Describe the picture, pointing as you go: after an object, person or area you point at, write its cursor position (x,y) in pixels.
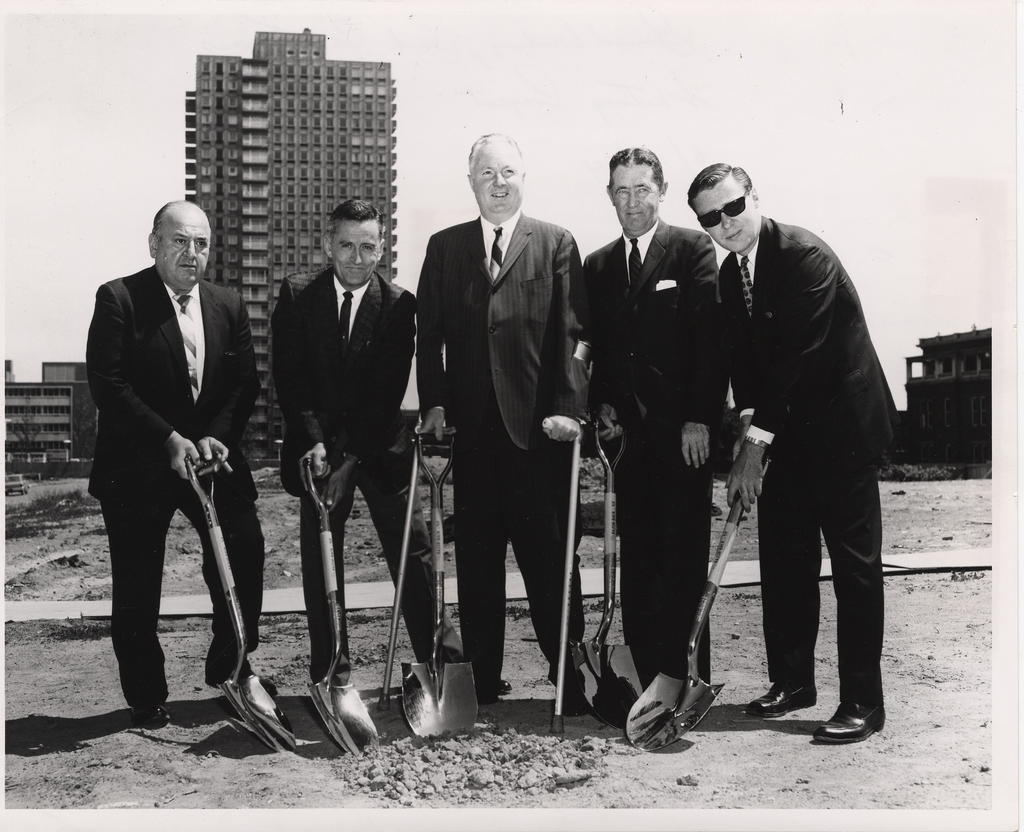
This is a black and white image where we can see five men (431,310) are standing. They are wearing suits (761,317) and holding shovels (676,681) in their hands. We can see buildings (384,190), land (930,506) and the sky (112,169) in the background (779,138).
